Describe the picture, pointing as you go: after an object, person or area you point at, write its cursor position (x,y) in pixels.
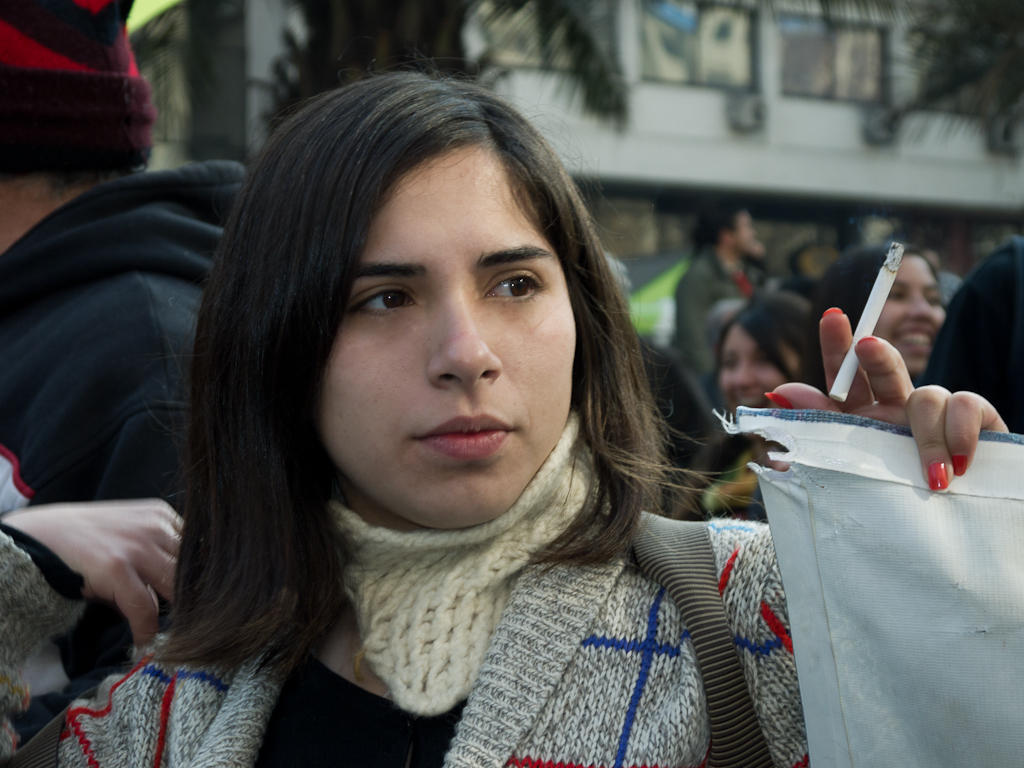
In this image I can see a person (256,506) holding a banner (833,663). The person (275,649) is wearing black and cream color dress (342,715), background (1009,176) I can see few other persons (5,239), trees (584,103) in green color and a building (668,119) in white color.
